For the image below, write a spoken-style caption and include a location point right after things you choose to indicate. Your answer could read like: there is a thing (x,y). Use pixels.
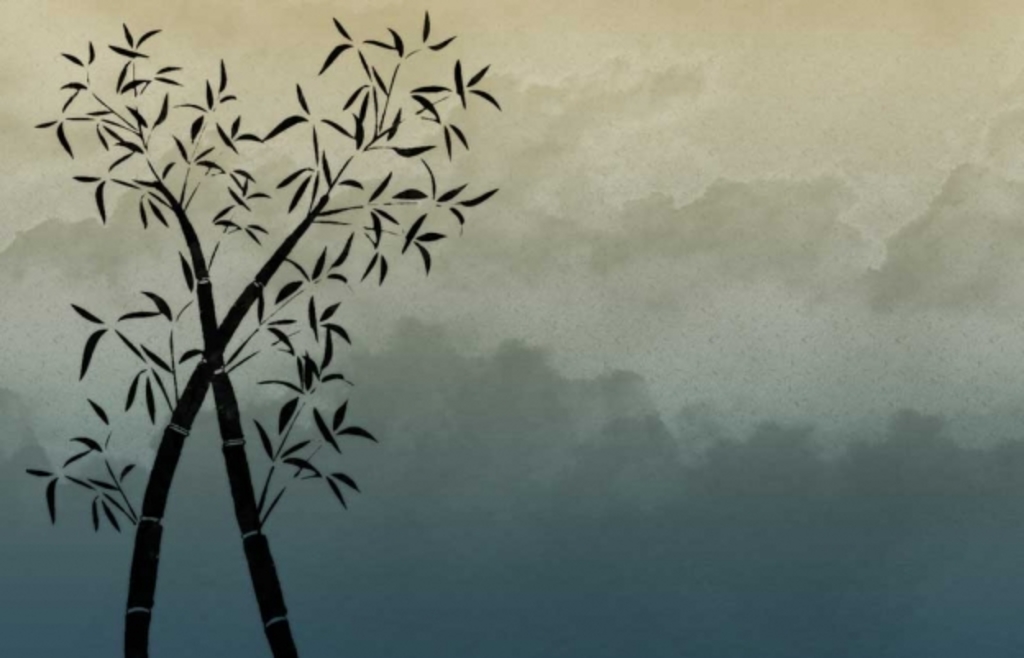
In this picture we can see a few leaves (100,333), stems (228,463) and the cloudy sky (681,246).
